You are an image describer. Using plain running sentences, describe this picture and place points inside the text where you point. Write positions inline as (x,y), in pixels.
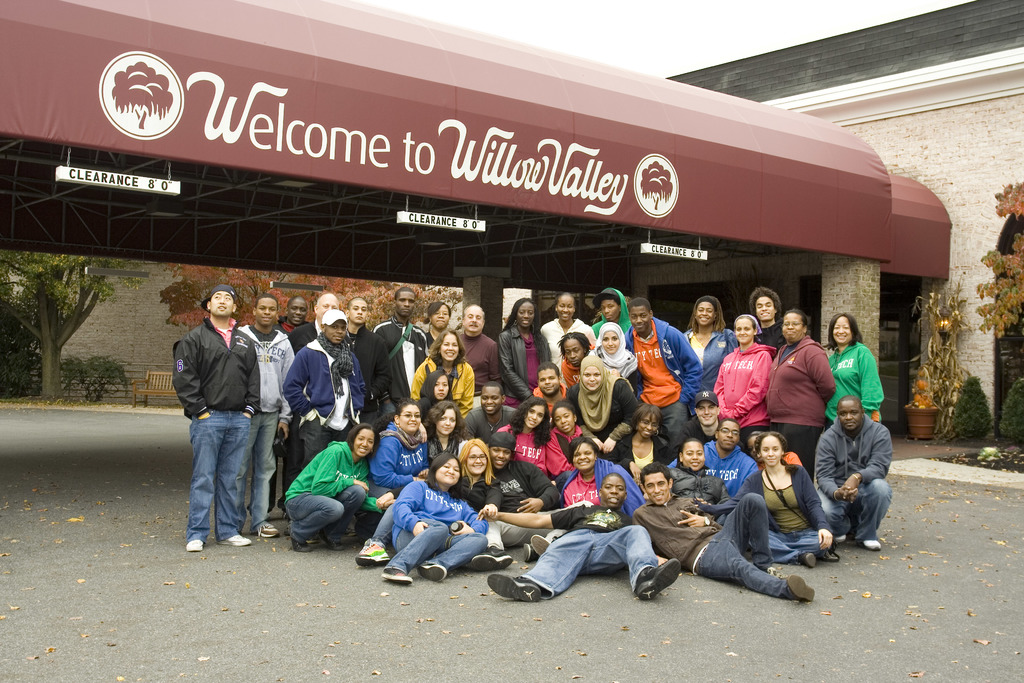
There is a group of people (464,444) in the middle of this image (469,404). We can see a shelter (479,242), trees (44,303) and a wall (155,280) in the background (551,242) and the sky (620,36) is at the top of this image (660,53).
